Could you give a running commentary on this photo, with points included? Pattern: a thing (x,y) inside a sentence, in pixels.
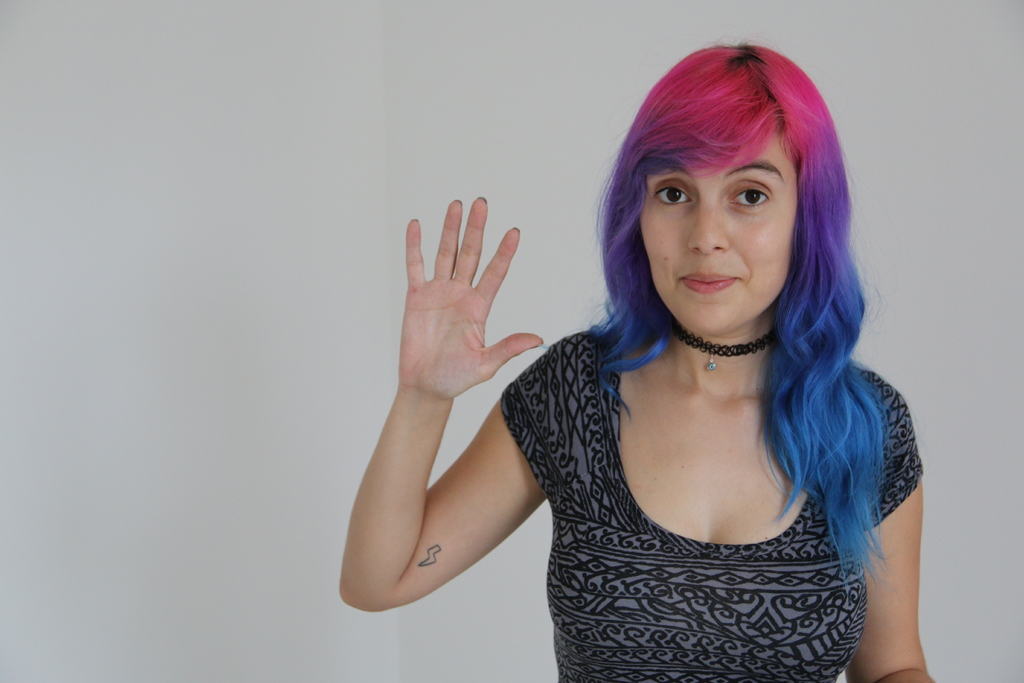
In the foreground of this image (746,382), there is a woman (721,423) and in the background (225,381), there is white in color.
